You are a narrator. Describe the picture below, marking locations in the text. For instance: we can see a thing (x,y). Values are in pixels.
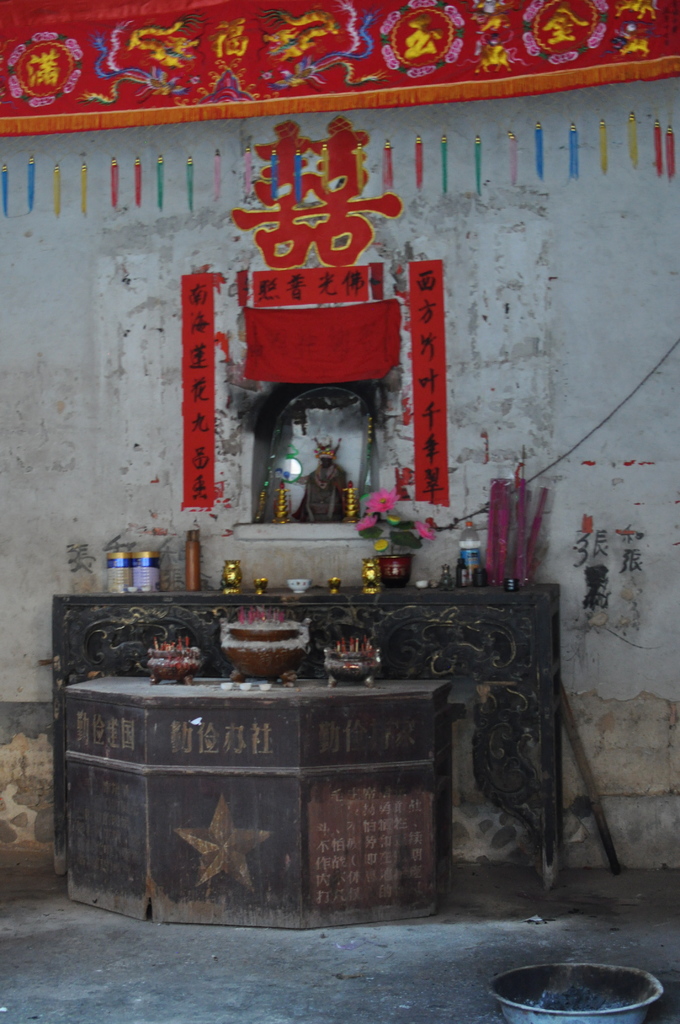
In this image we can see some text (260,226) and clothes (396,56) on the wall (602,271), there are some objects (486,572) on the table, there is a bowl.
